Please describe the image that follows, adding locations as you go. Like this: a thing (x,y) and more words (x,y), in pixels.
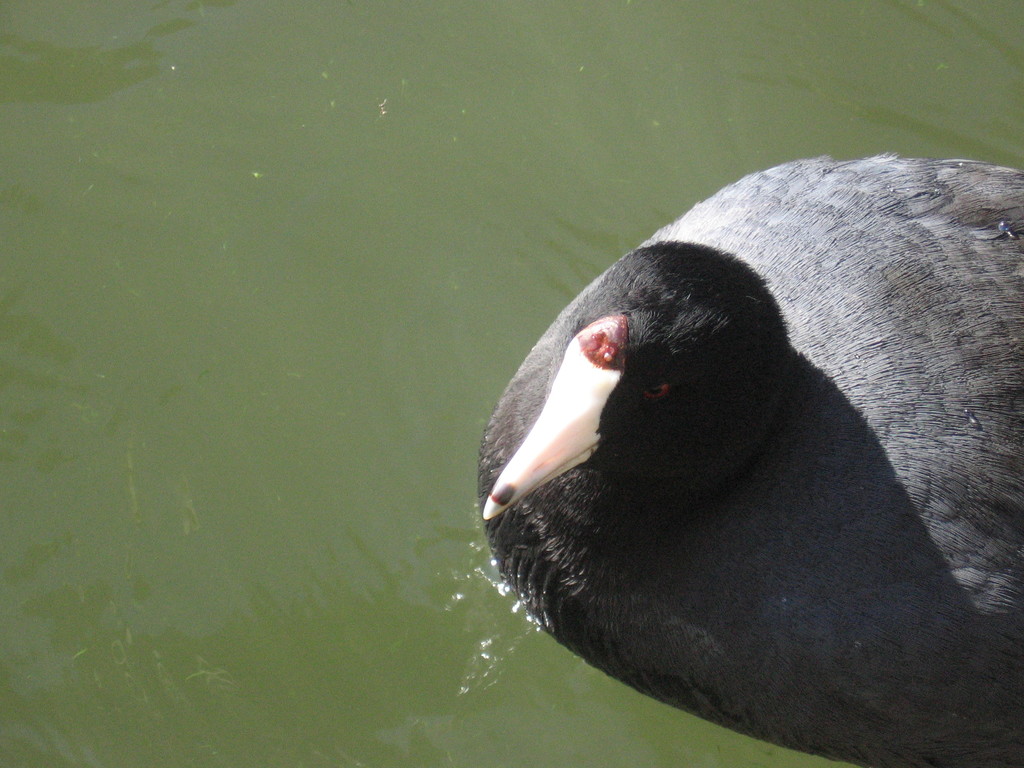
In this picture there is a bird (725,435) on the water (12,501) and the bird (680,580) is in black, grey and in white color.
